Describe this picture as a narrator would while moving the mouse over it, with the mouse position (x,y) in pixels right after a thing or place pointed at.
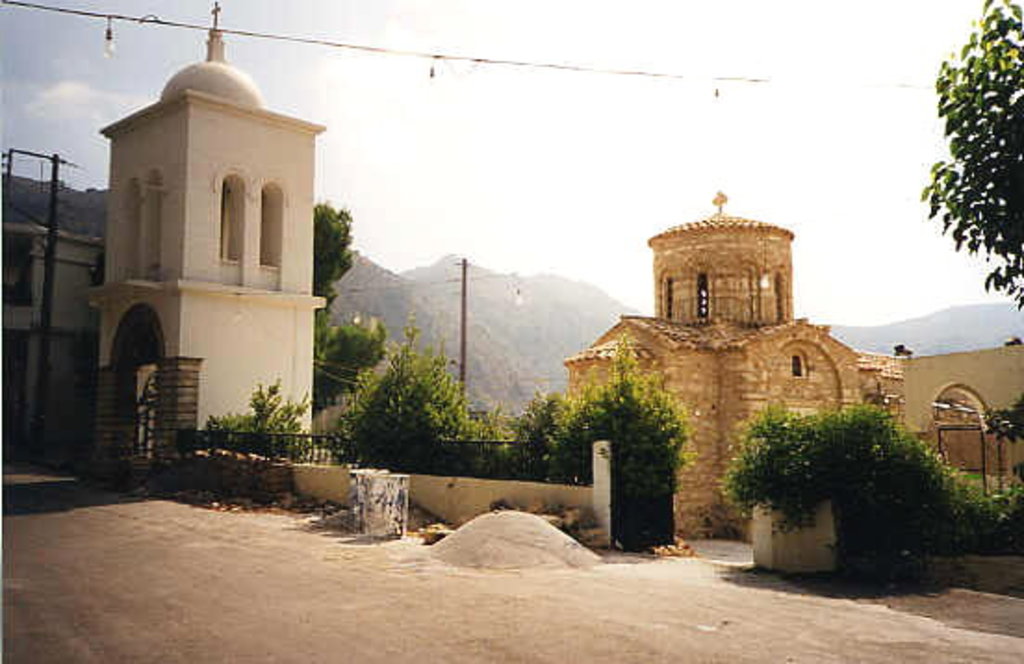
In this image, we can see buildings (13,455), plants (984,540), railings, road (687,589), walkway (712,552), trees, poles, wires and few objects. Background (994,320) we can see hills (494,337) and sky (512,116).
